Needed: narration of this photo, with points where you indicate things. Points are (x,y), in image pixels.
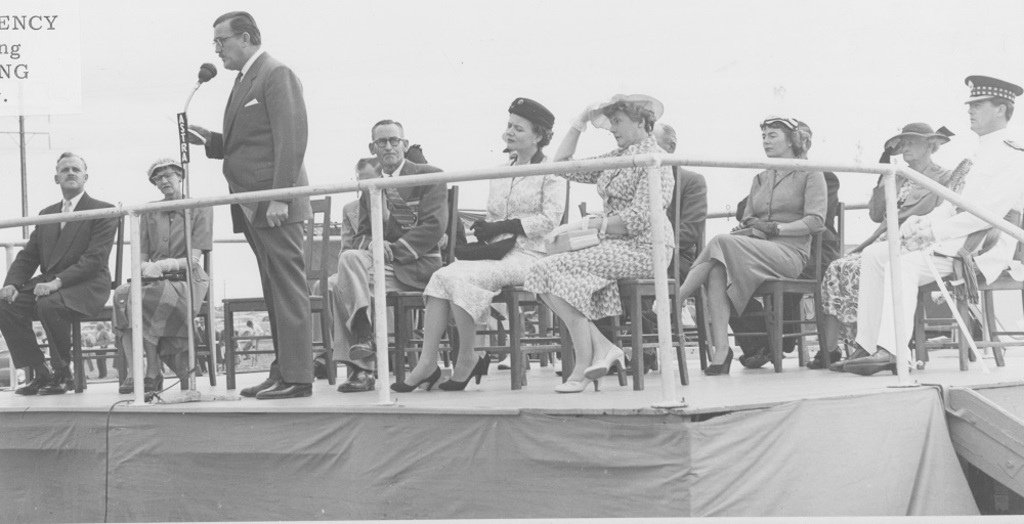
In this image there is a person (296,212) standing is speaking in a mic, behind the person (232,123) there are a few people (399,197) seated on chairs (321,284) on the stage (308,413).
